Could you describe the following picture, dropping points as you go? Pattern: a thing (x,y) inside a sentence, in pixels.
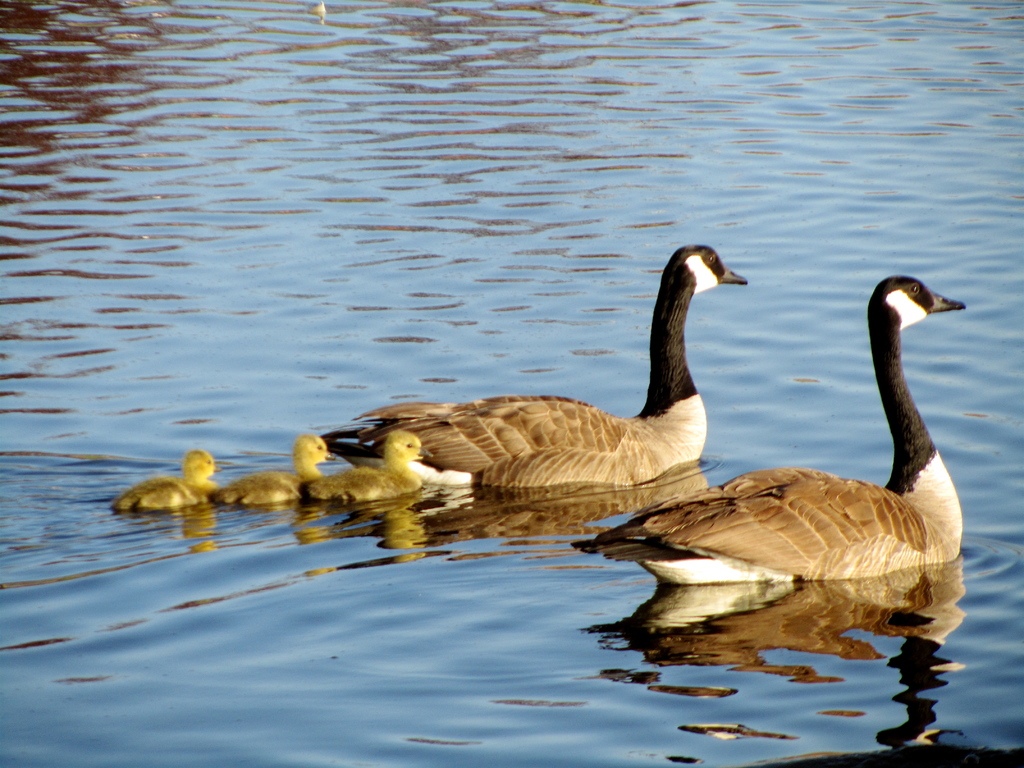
In this picture I can see two geese (894,390) and three goslings (344,489) in the water (317,610).
